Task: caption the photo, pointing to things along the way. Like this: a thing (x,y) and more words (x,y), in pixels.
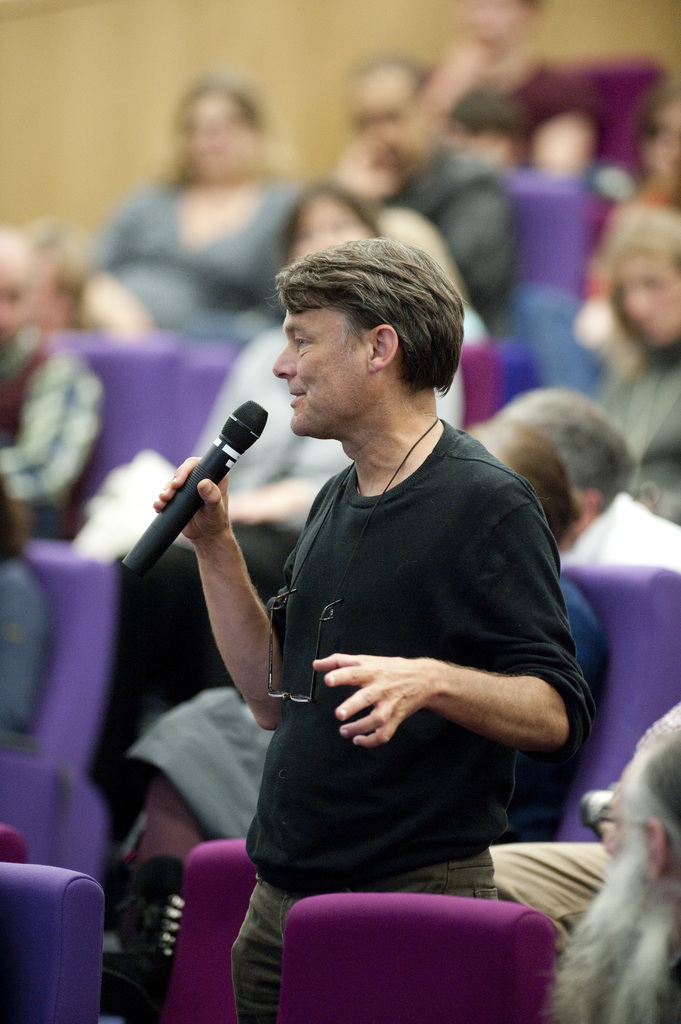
In this picture we can see man (387,699) holding mic (248,413) in his hand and talking and beside to him a group of people (676,461) sitting on chair (655,642) and it is blurry.
